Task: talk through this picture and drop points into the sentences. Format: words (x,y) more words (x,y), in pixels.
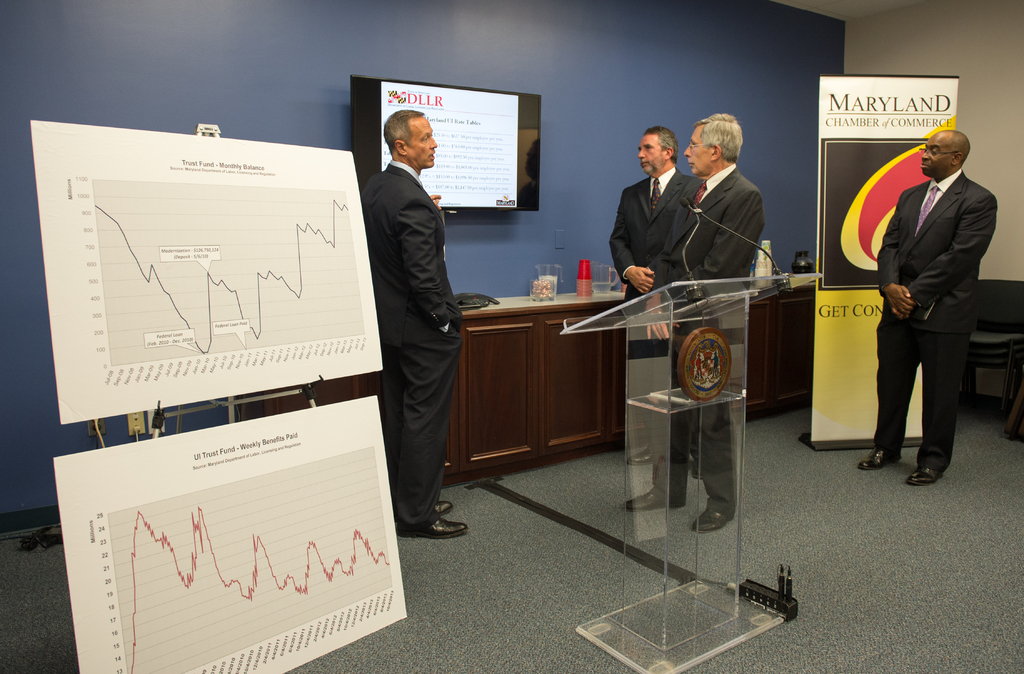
This is an inside view of a room (342,133). On the left side (205,378) there are two boards (256,456) attached to a metal stand (241,399). On the right side (694,434) there is a glass podium (667,524) placed on the floor (536,619) and there are four men (395,269) standing. One man (435,365) is speaking by looking at this three men (753,220). At the back of these people (704,247) there is a table (528,327) on which few objects (598,286) are placed and also there is a monitor (480,146) attached to the wall (570,104). In the background (845,130) there is a banner (841,253) on which I can see some text (867,121).
